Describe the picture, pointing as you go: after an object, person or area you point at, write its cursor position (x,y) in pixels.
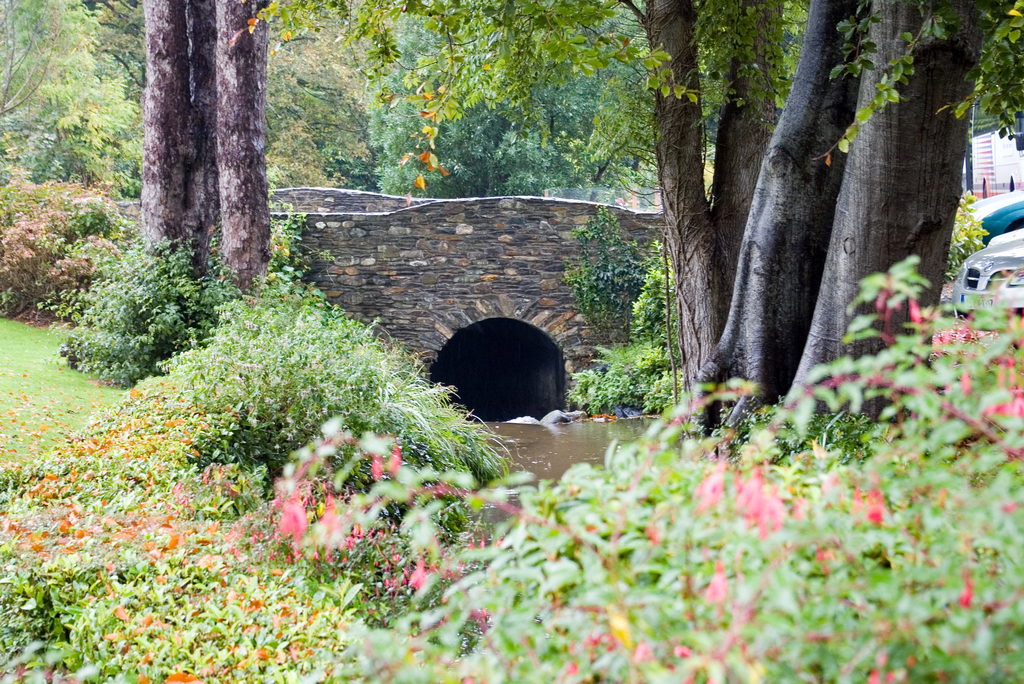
In this image I can see trees (251,273) in green color and I can also see few vehicles (973,270). Background (531,389) I can see a bridge (442,293).
